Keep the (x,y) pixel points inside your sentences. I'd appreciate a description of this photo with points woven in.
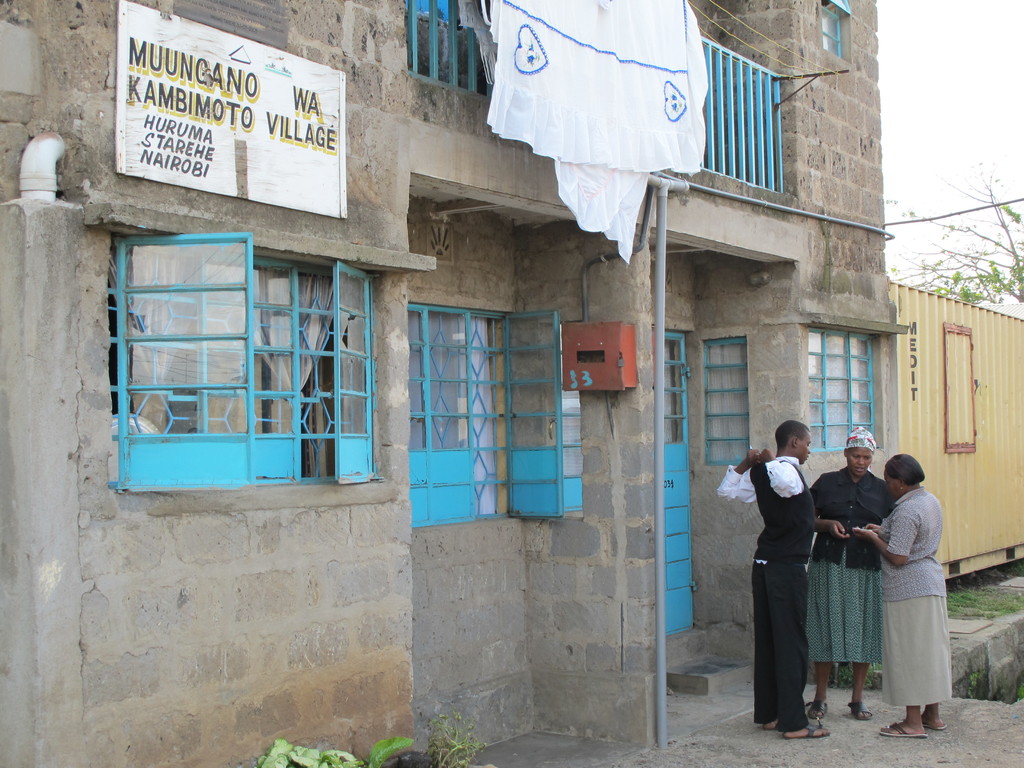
In this picture I can see three persons (790,442) are standing on the right side (914,292), there is a metal box (980,405) and a tree (975,297). In the middle (438,428) there are windows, at the top (151,43) there is the board (306,124), railing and a cloth (657,153). At the bottom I can see the plants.
